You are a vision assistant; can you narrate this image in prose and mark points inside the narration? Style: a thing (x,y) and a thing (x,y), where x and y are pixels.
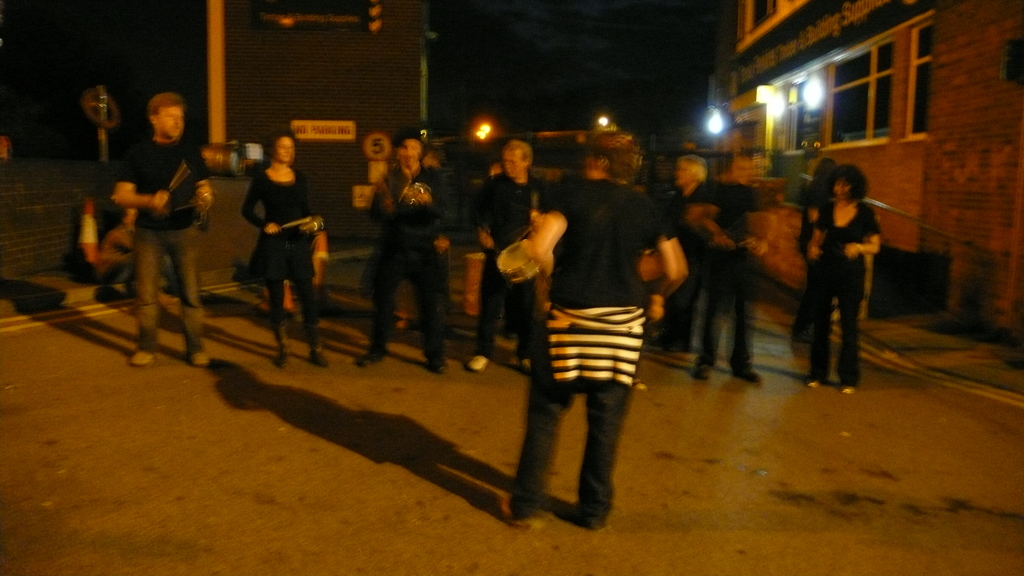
People (488,219) are standing holding musical instruments (317,216). There are buildings (758,120) and lights (721,123) at the back (665,144).
